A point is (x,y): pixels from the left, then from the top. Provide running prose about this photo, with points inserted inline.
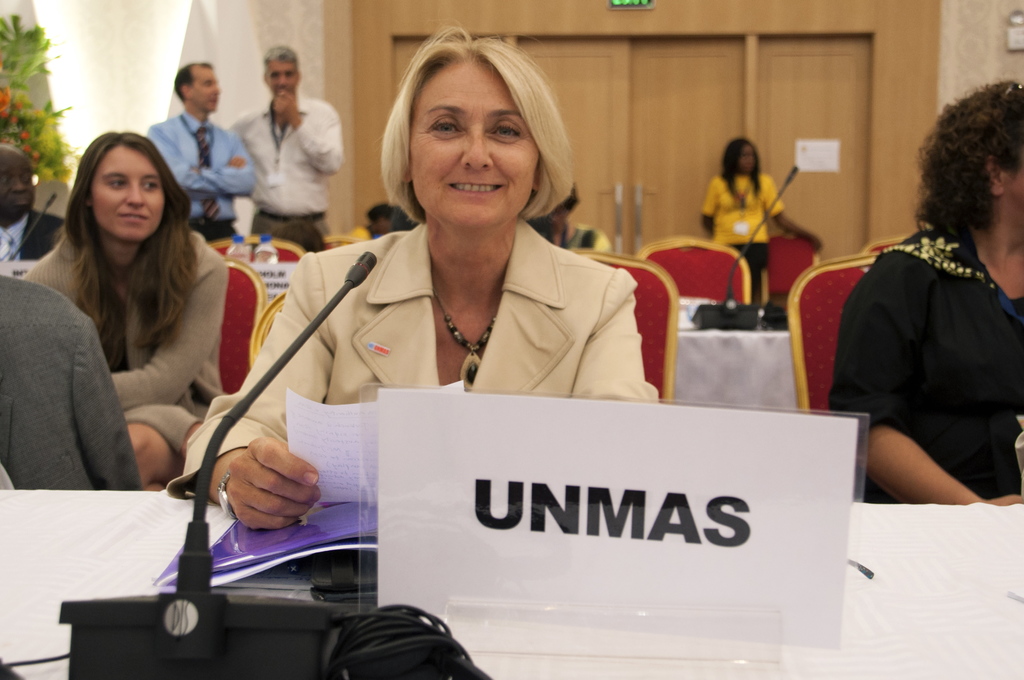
In this image, we can see a group of people (723,230). We can also see some chairs (657,335) and two water bottles (266,244). We can see some tables (926,550) which are covered with white cloth (889,573) and some objects (378,581) on it. There is a door (861,47). On the left side (29,147), we can see a plant (31,47).
